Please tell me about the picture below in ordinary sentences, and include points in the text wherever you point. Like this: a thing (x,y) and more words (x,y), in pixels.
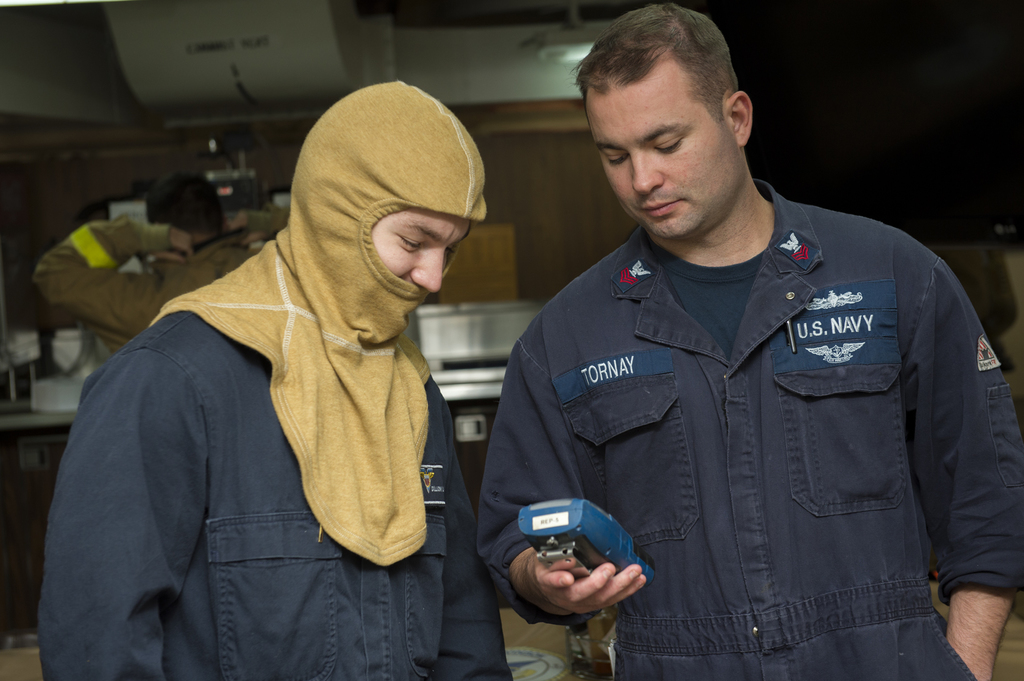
In this image in the front (390,435) there are persons (535,428) standing. On the right side (703,503) there is a man (691,495) standing and holding an object (597,555) which is blue in colour. In the background (229,250) there is a person (184,240) and there are objects (413,322).
